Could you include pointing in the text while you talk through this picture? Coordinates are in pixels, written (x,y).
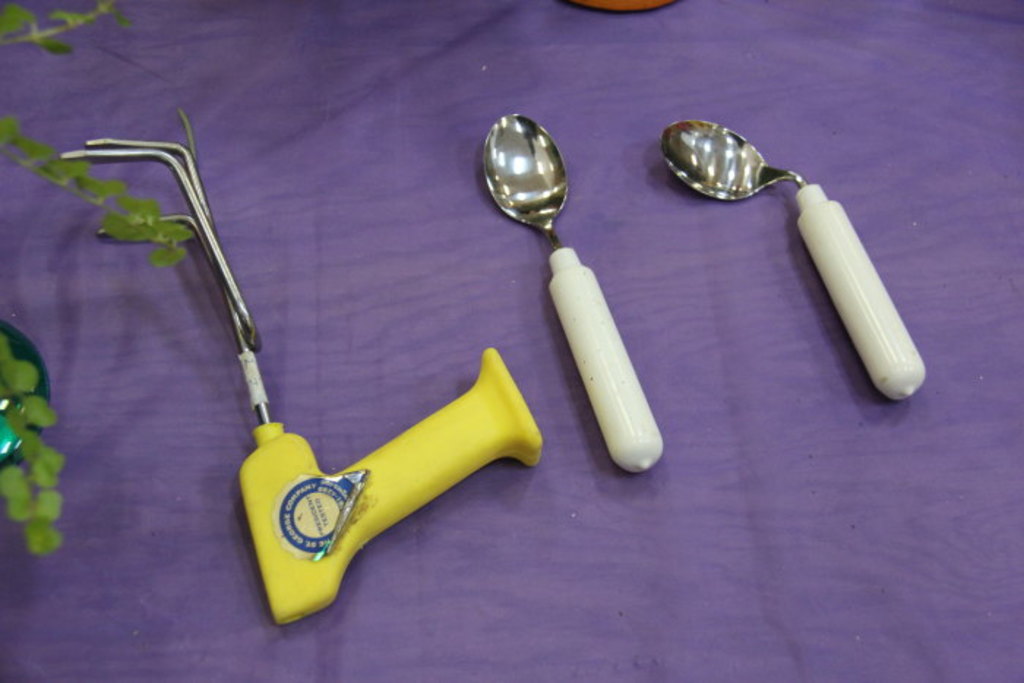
In this picture we can see two spoons (851,236) and a garden tool (262,445) here, at the bottom (691,593) there is cloth (814,634), we can see a plant (37,466) here.
